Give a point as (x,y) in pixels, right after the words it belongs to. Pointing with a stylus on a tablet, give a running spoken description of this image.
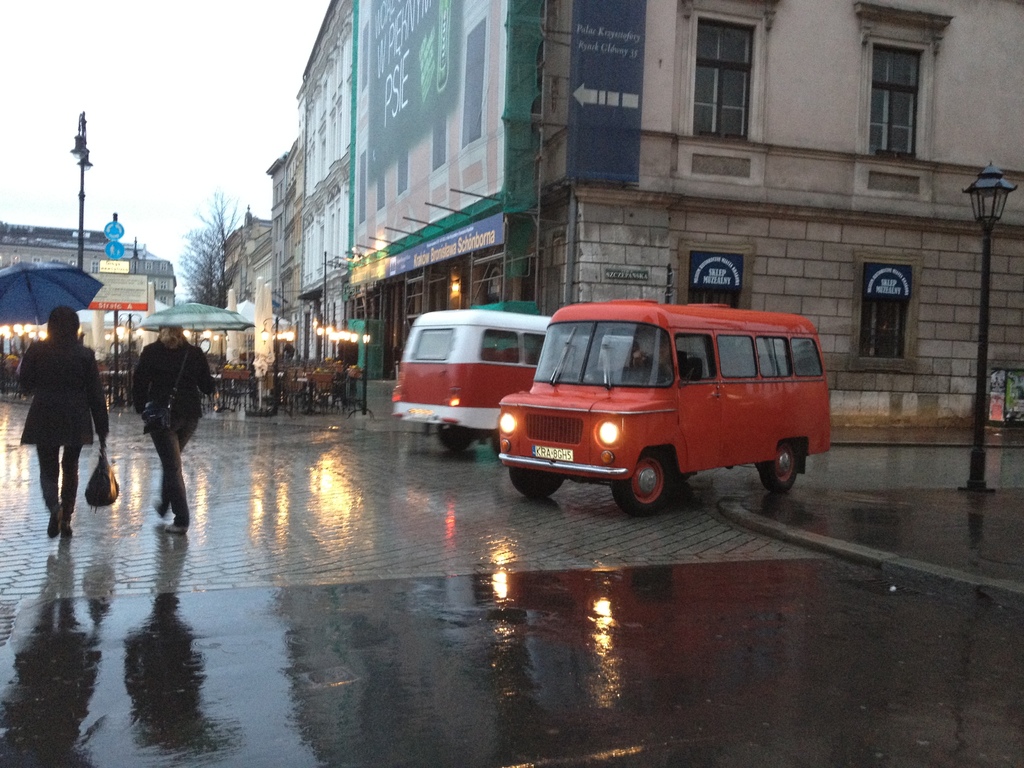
In this image, we can see vehicles (581,351) on the road (251,547) and in the background (262,380), there are trees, poles (325,283), tents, chairs (323,382) and tables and we can see people (141,381) walking and holding umbrellas (29,315) and one of them is wearing a bag (172,400).
